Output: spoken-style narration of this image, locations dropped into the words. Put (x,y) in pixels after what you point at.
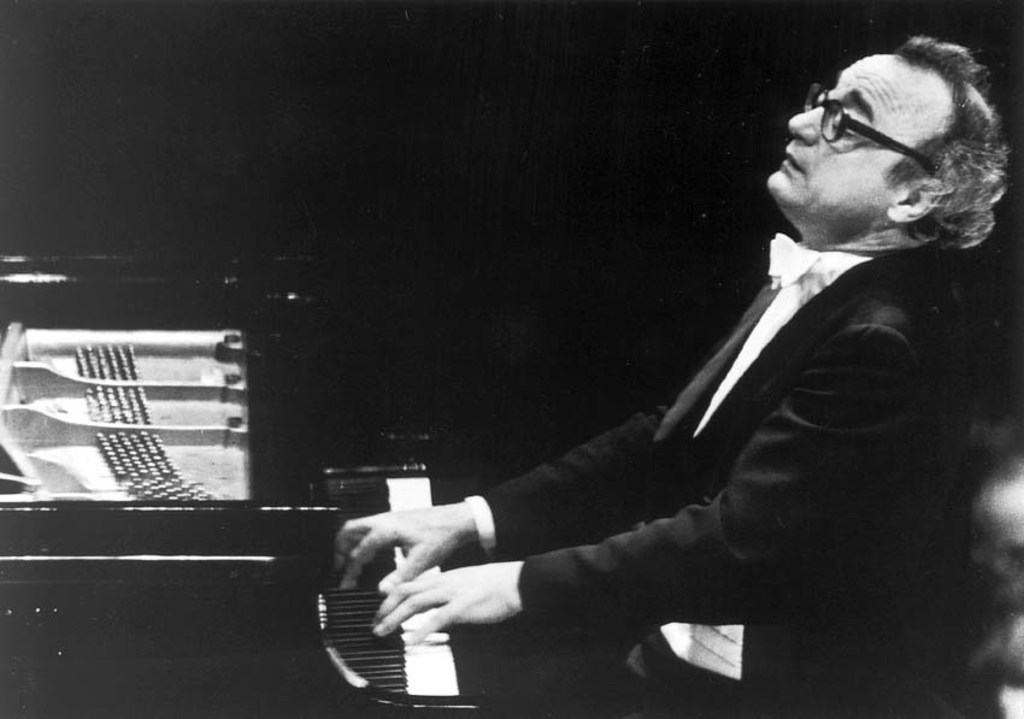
In this picture we can see a man (819,274) wearing black suit (763,465) playing a musical instrument (189,532).
